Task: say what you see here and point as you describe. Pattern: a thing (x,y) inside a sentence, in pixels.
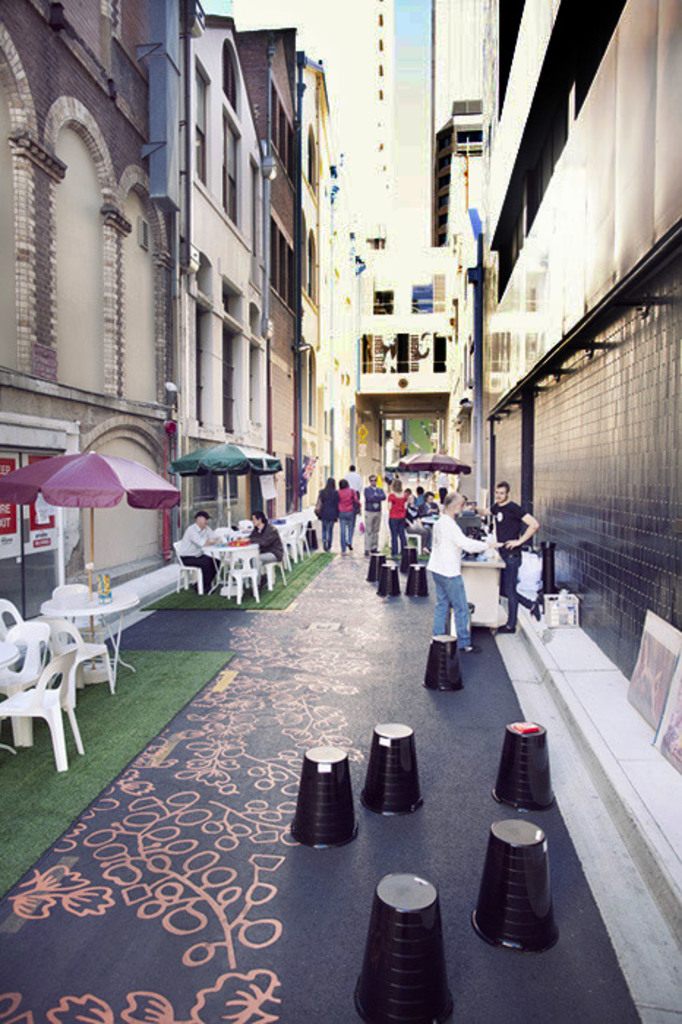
In this image we can see people (326,514) walking. There are chairs (14,608) and tables (288,518). There are umbrellas (50,483). There are black color objects (498,860) to the right side of the image (507,740). In the background of the image (434,302) there is a building (379,233). To the both sides of the image there are buildings (550,333). At the bottom of the image (171,927) there is carpet (237,986).
